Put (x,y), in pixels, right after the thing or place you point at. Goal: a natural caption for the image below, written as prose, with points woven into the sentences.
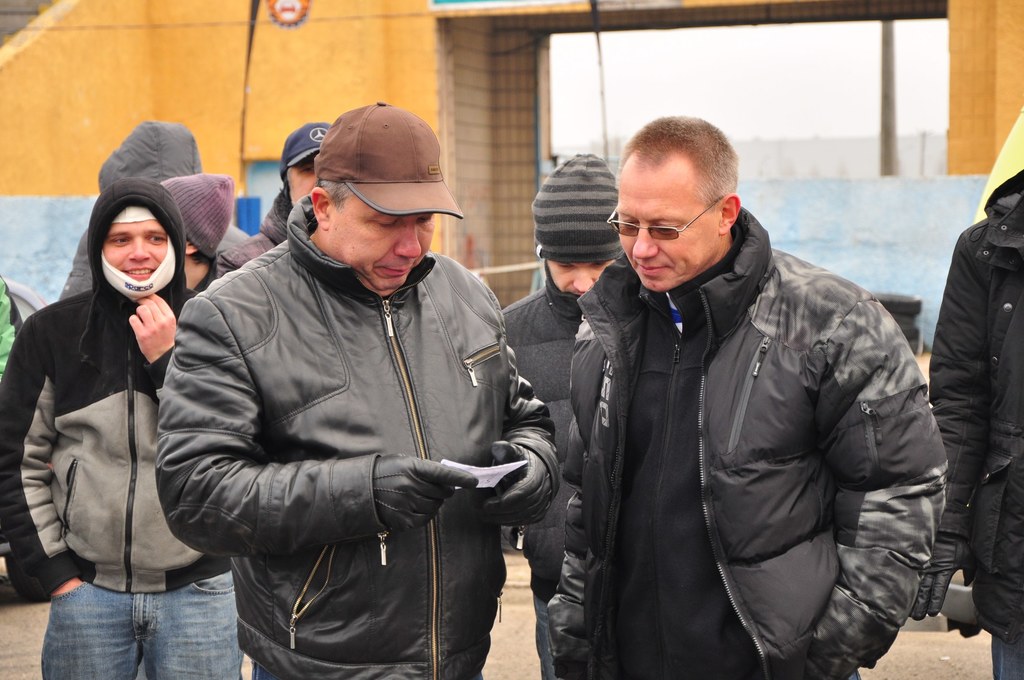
In the center of the image (630,285) there are people (208,619) standing. In the background of the image (240,144) there is wall (330,89). At the bottom of the image (947,662) there is road (909,667).
